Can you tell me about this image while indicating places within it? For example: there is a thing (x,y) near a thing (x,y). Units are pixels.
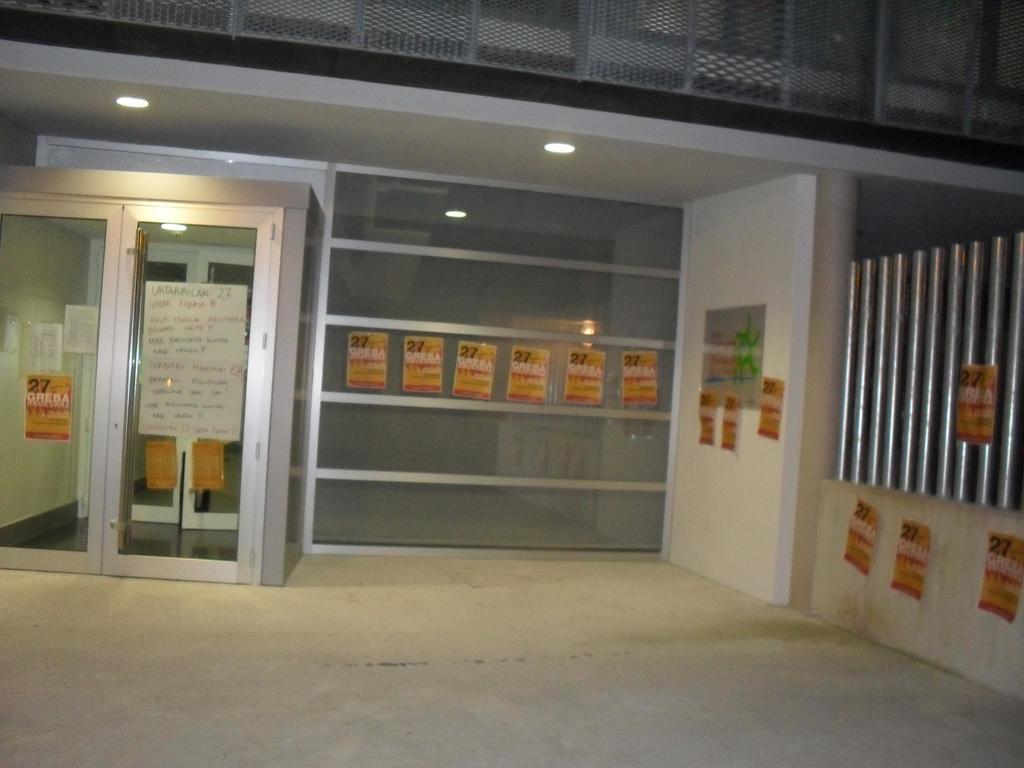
In this image we can see iron grill (770,44), electric lights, windows (90,233) and floor (370,675).
